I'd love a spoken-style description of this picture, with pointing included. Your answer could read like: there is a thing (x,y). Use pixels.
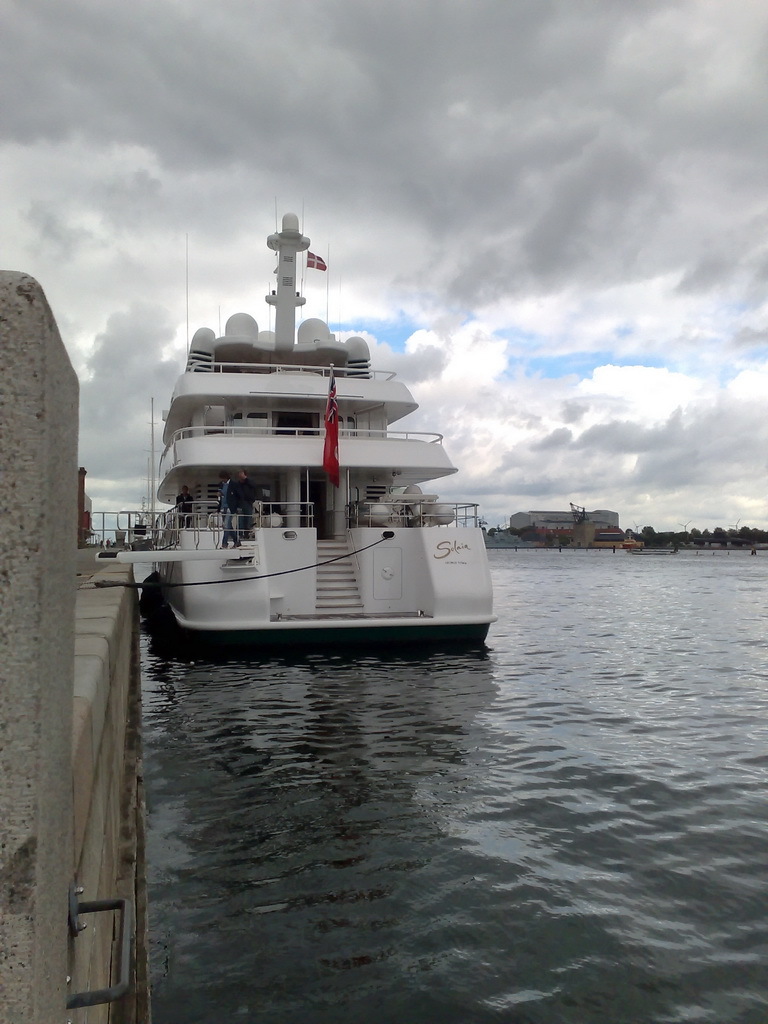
In this image I can see the ship (262,539) on the water (457,664) and the ship (423,532) is in white color and I can also see few persons (225,480) in the ship (367,528) and the flag (332,454) is in red color. Background (711,525) I can see few buildings (567,534), trees (708,537) and the sky (477,305) is in white and blue color.
